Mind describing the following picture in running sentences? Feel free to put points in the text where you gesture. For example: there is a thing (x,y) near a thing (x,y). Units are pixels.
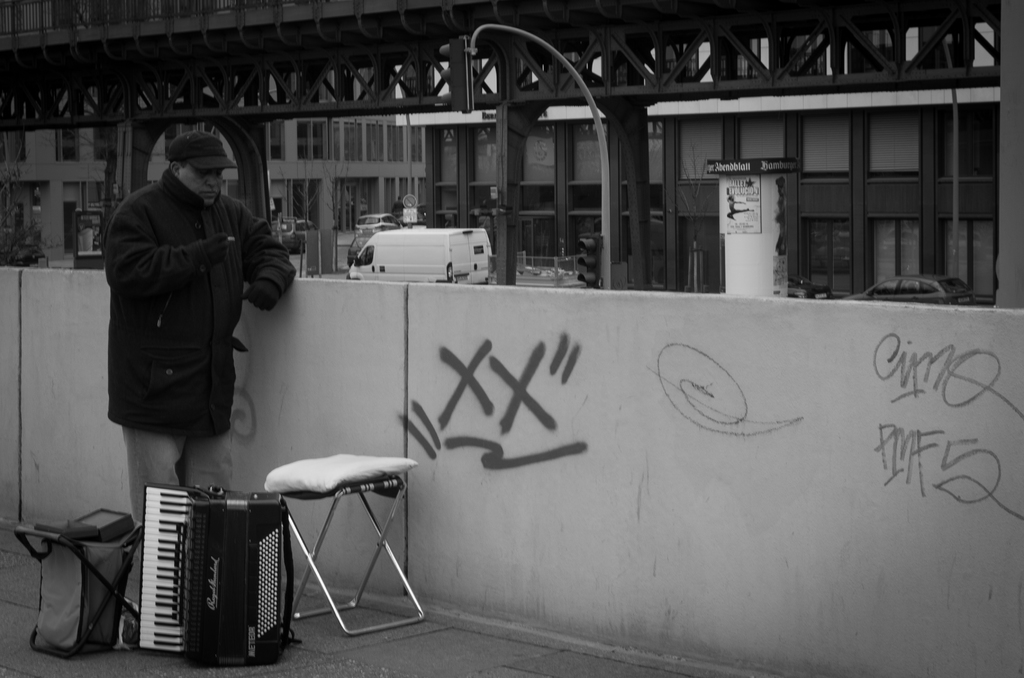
There is a man (150,212) standing and wore jacket (172,283), cap (176,156) and glove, in front of him we can see chairs (90,548) and musical instrument (141,556) on the road (429,676), beside him we can see wall (548,405). In the background (414,218) we can see traffic signals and boards (761,172) on poles (606,252), poster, bridge (505,246), vehicles (404,231), trees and buildings (372,123).
